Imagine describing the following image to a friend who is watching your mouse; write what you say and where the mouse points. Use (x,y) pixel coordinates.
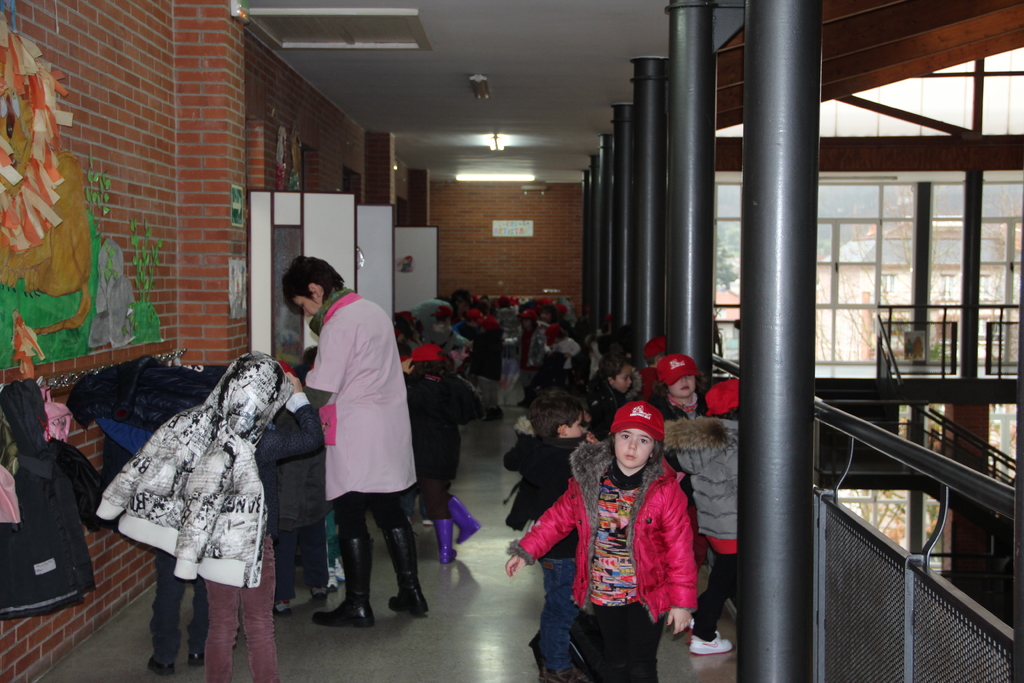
In this image there are group of children (598,392) standing on the balcony (482,563) along with one person (379,461), on the left side (146,390) there is a wall (155,195) with painting (11,271) and also there are hangers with jackets (112,420) and lights (485,180) in the roof (957,72).
